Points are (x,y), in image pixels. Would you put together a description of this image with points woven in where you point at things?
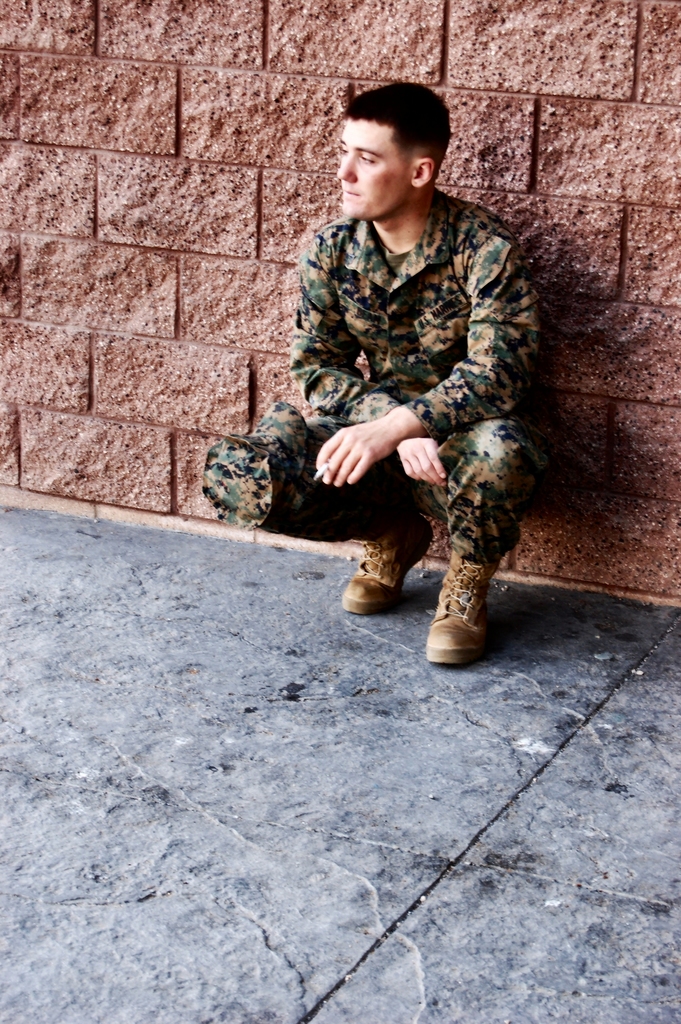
In this image, we can see a person (360,238) in front of the wall (157,303). This person (471,291) is wearing clothes (474,406) and shoes (382,576).
